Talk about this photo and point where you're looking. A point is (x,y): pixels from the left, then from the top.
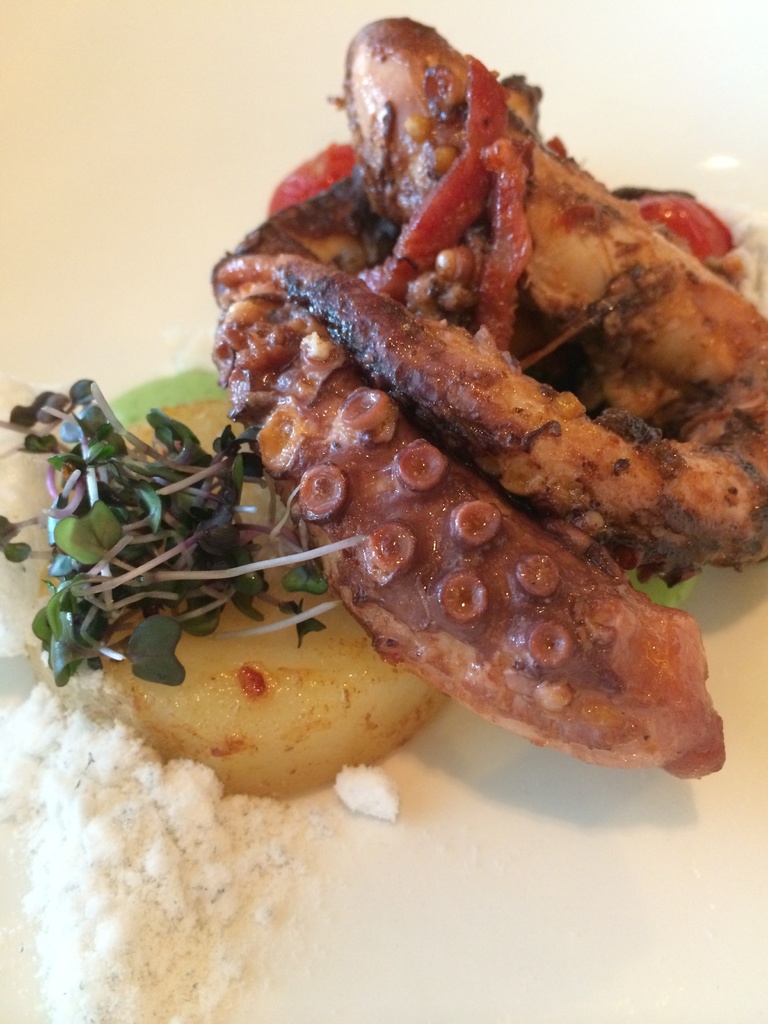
In this picture we can see food (463,568) on the platform (490,763).
